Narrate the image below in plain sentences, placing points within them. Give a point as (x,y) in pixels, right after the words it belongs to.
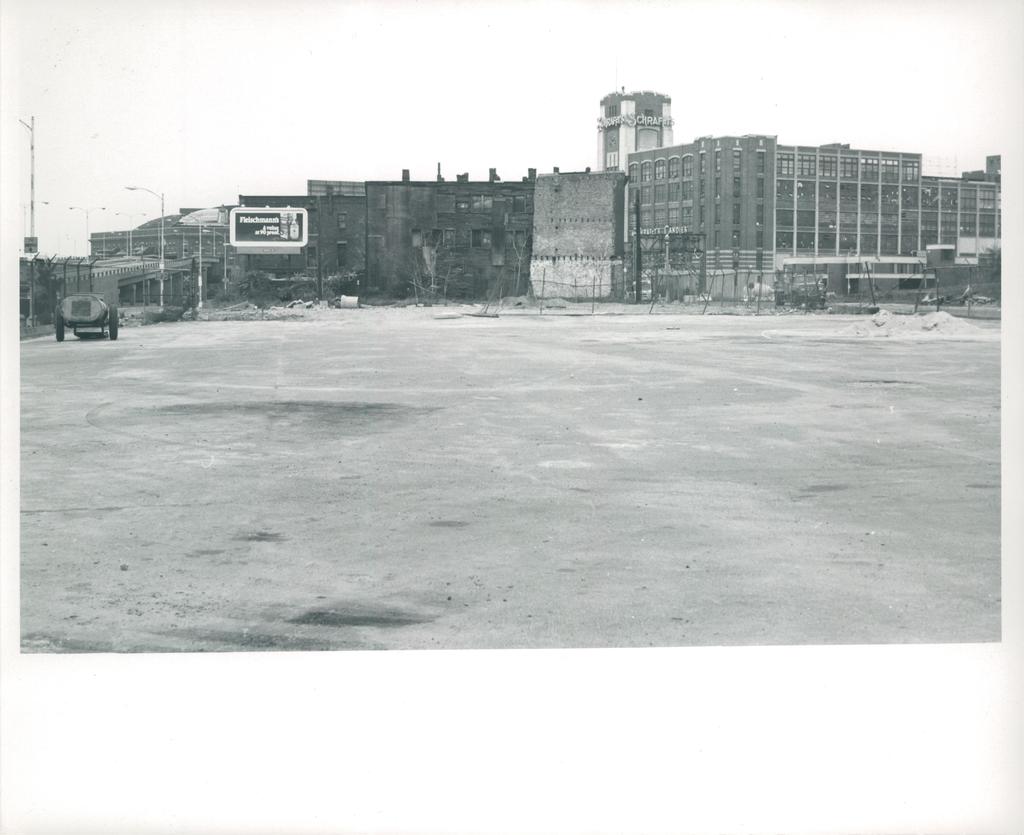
In the image we can see there is a road (269,368) and there are buildings (412,216). There is a hoarding (292,241) and there are street light poles (153,193). The sky (74,155) is clear and the image is in black and white colour.
